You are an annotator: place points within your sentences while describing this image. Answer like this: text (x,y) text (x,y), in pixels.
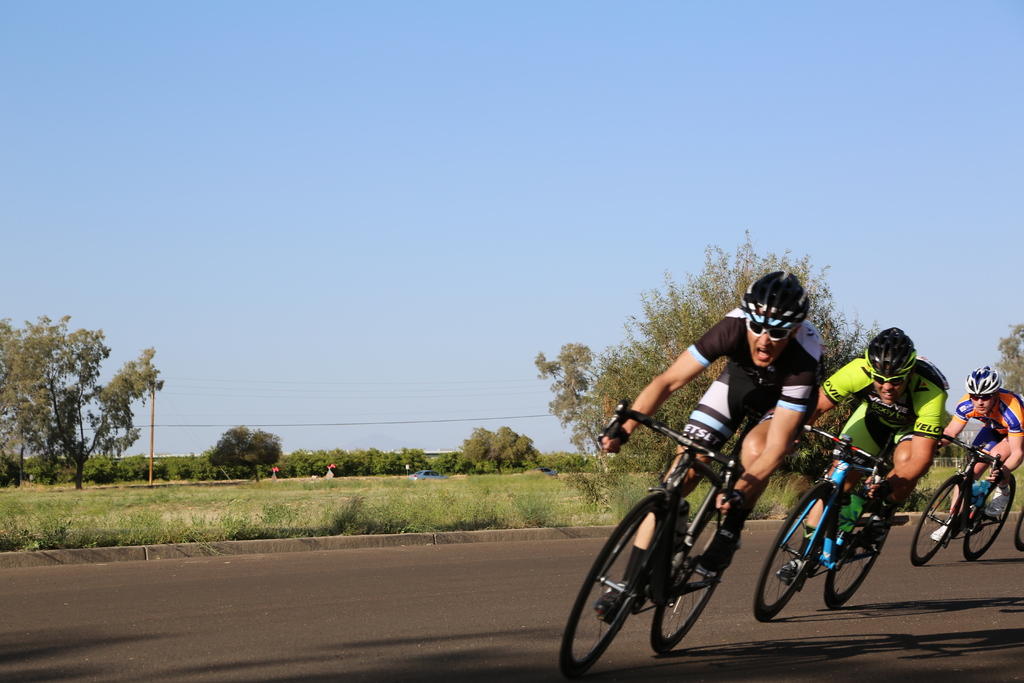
In this image I can see a road (476,627) in the front (648,626) and on it I can see three persons (662,385) are sitting on their bicycles (612,421). I can also see all of them are wearing shades (757,325), helmets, sports wear (791,392) and shoes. In the background (562,492) I can see an open grass ground (489,515), number of trees (348,457), a pole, few wires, a blue colour vehicle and the sky (513,111).
